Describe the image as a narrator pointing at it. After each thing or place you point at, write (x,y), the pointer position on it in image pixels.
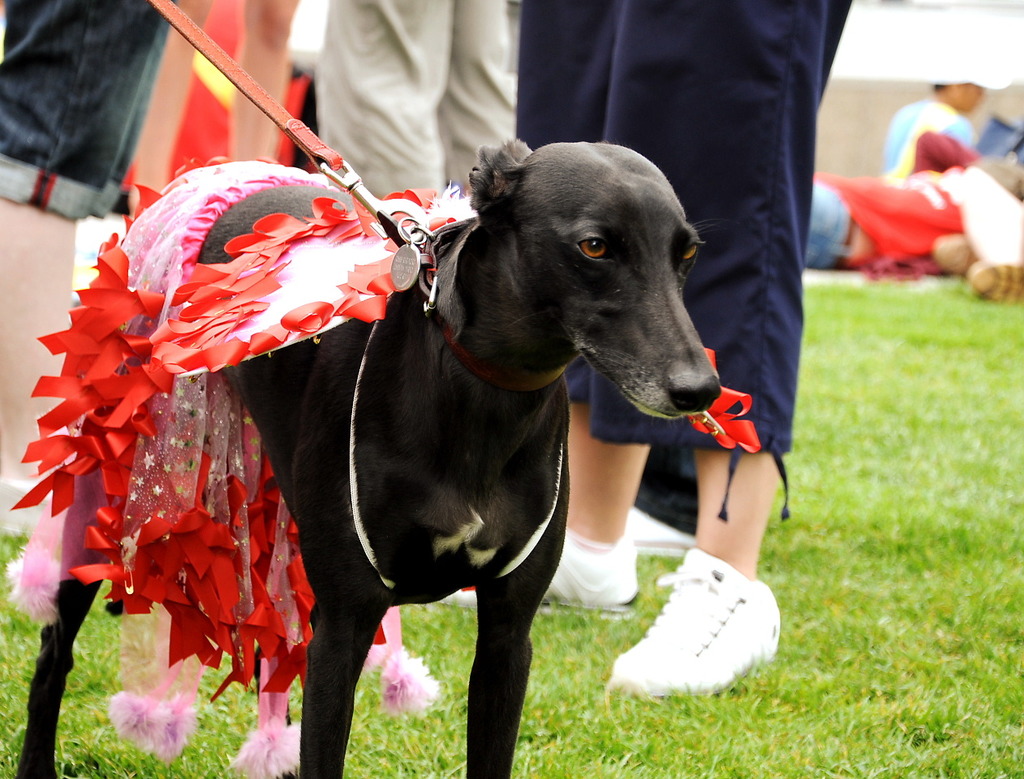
This image consists of grass (23,680) at the bottom (747,693). There is a black dog (410,526) in the middle (487,385). It has a belt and dress (163,394). There are legs (700,262) of some other persons (687,176) in the middle (586,376).
